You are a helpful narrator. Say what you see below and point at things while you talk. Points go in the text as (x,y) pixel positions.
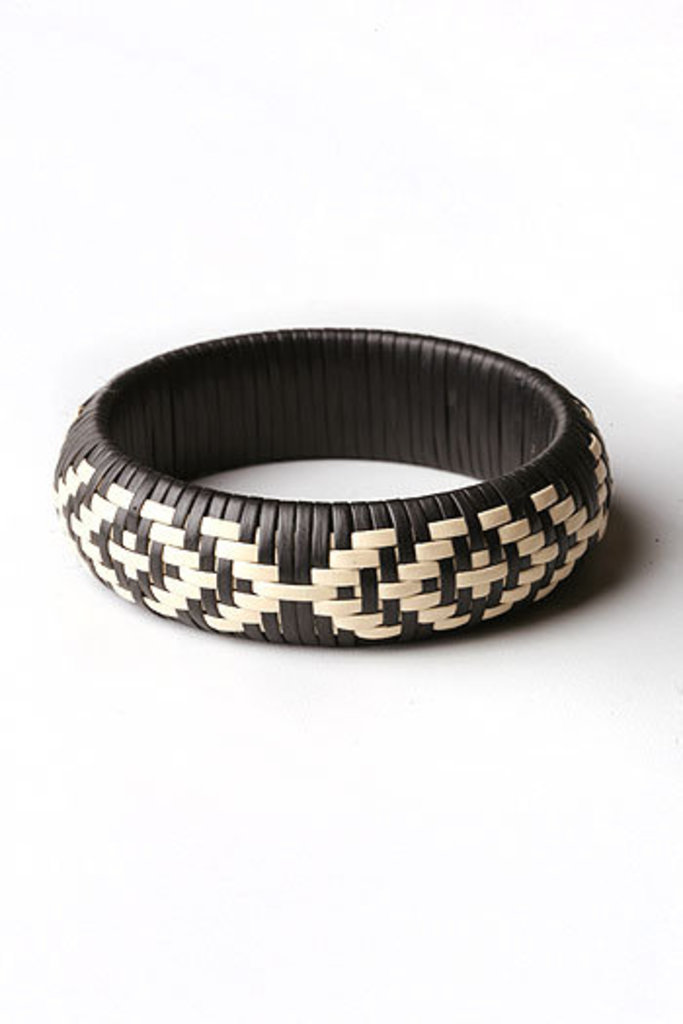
Here I can see a bangle (199,365) which is made up of white and black color threads (297,526).
